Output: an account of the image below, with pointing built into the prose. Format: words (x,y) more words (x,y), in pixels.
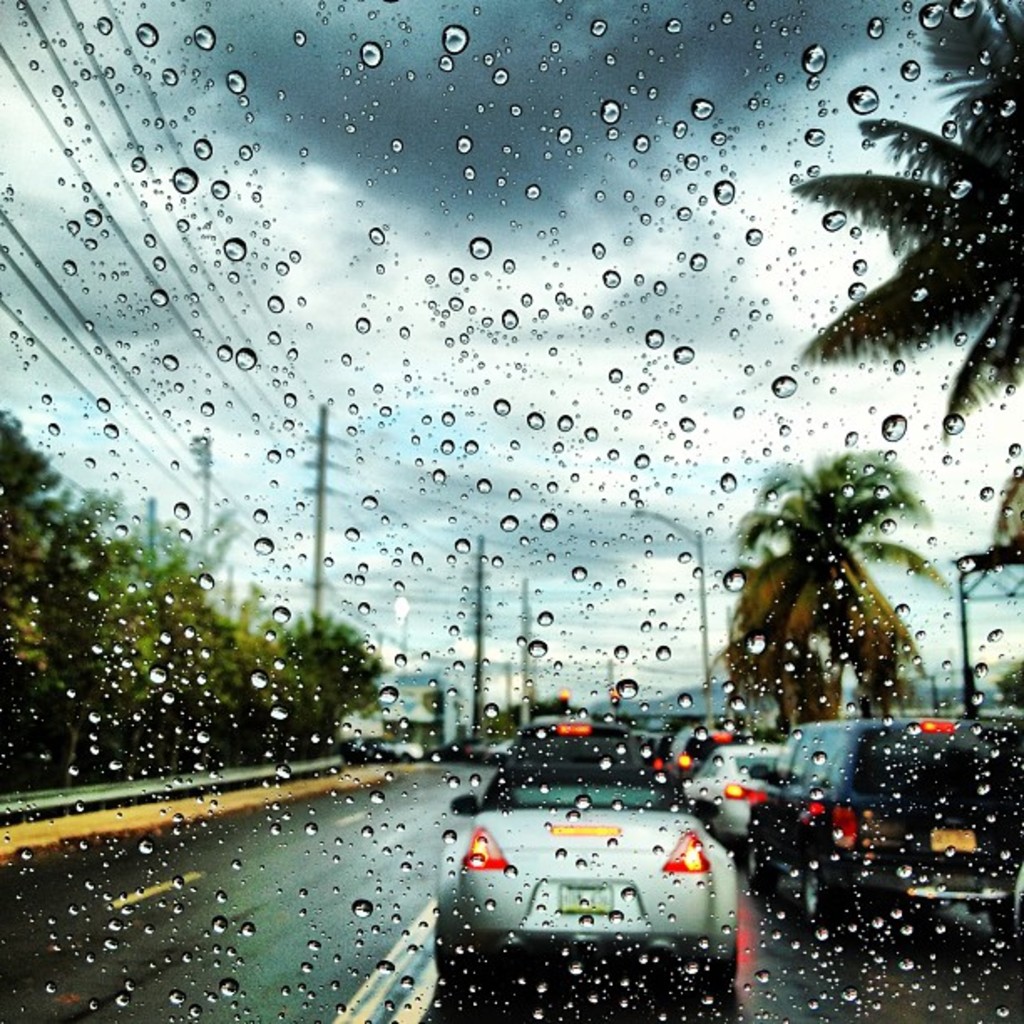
In this image I can see few water droplets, background (244,733) I can see few vehicles (846,853) on the road (758,959), trees (141,590) in green color, few light poles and few electric poles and the sky (577,388) is in white and gray color.
